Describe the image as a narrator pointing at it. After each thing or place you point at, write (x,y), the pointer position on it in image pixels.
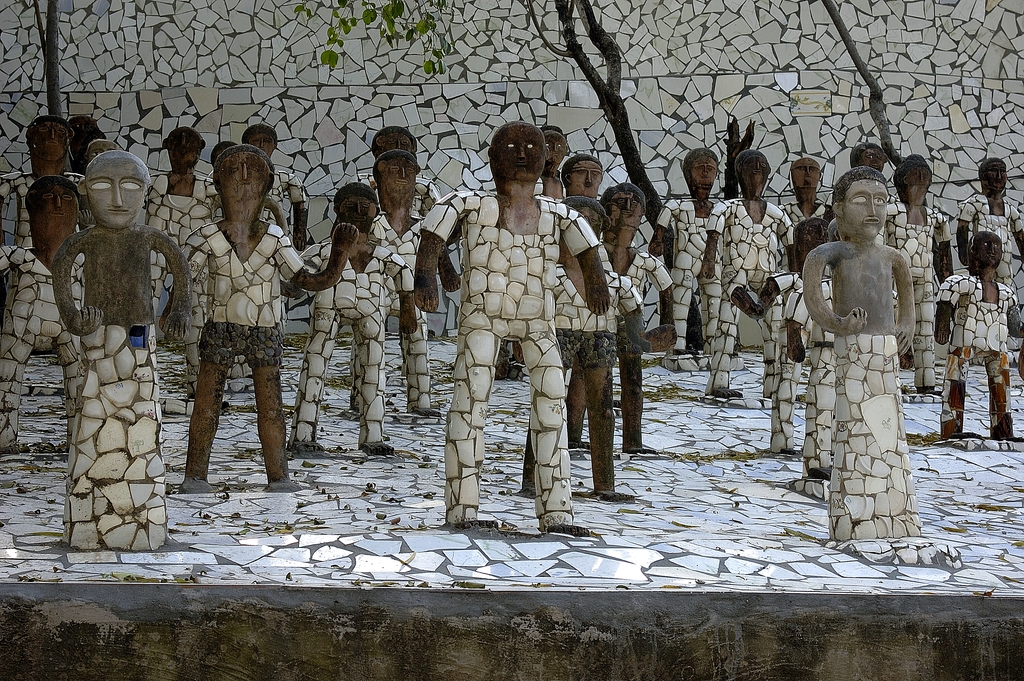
In this image we can see the depiction of people (713,290). We can also see the path (385,488), dried leaves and also the trees (605,86). In the background (519,57) we can see the wall (632,52).
